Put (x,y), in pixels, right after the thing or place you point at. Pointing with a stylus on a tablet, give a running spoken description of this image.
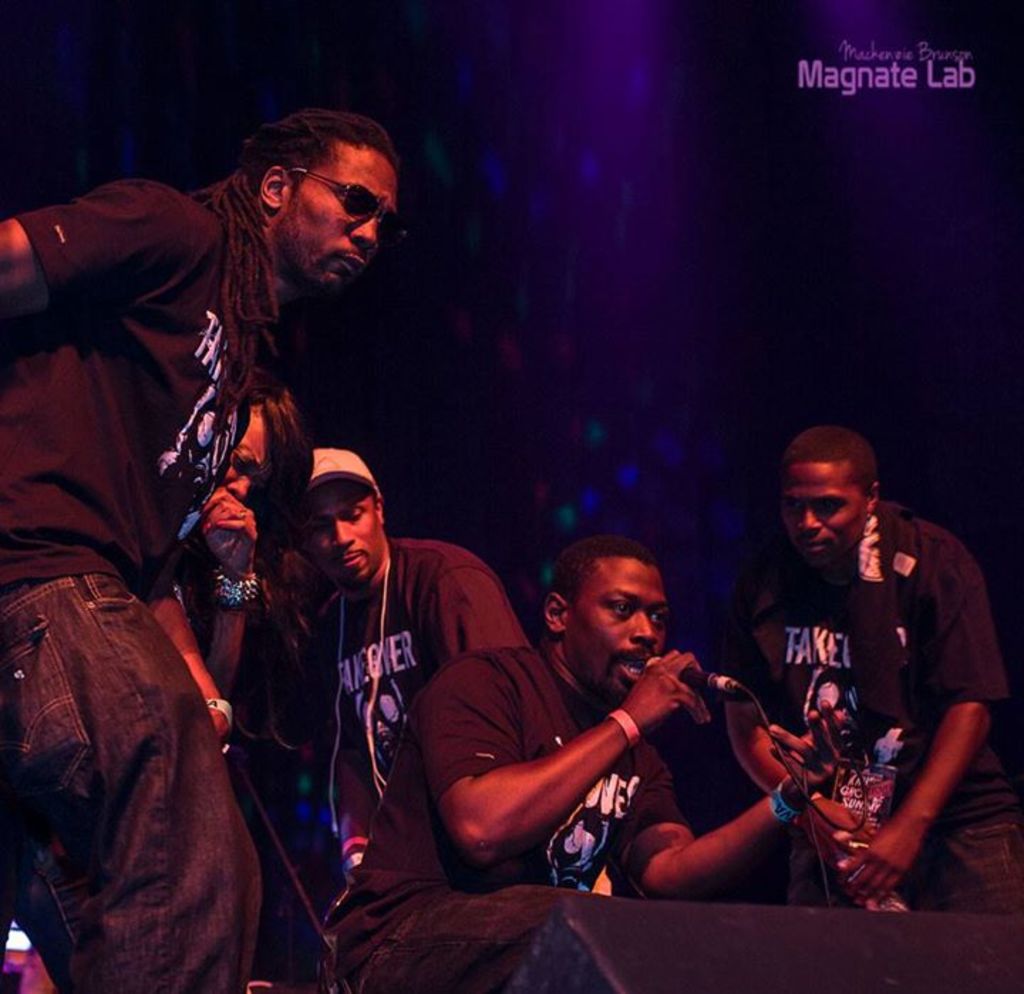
In this picture there is a man (541,792) singing with a mic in front of him. In the background (754,786) there is a designed wall (717,451). At the top of the photo (830,79) Magnate lab is written.
